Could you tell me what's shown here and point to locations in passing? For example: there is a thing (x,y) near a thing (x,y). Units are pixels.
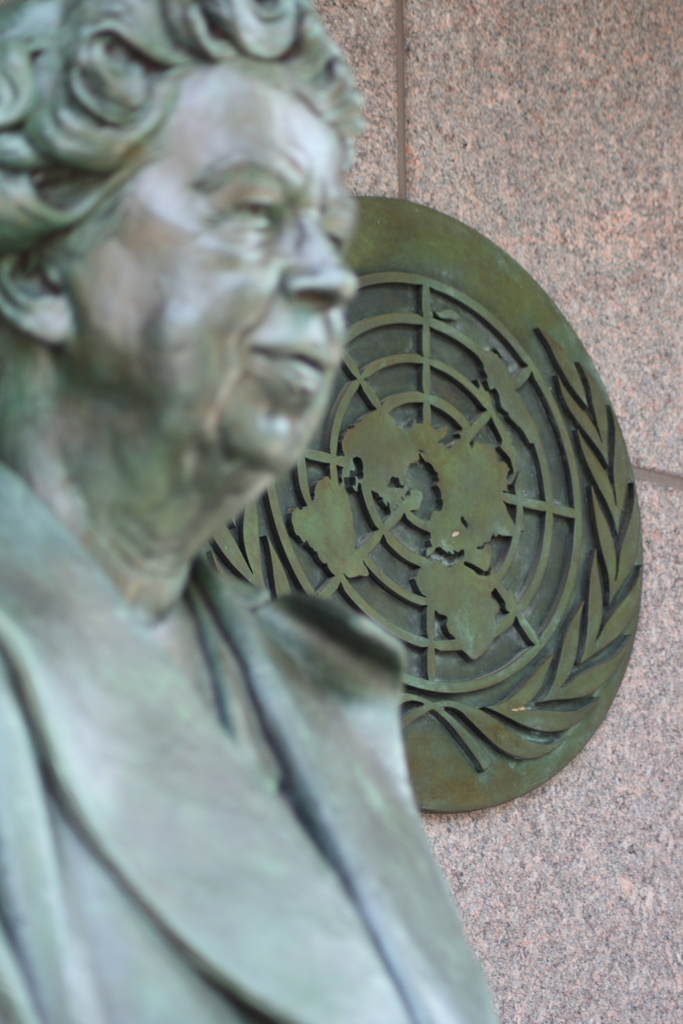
In the foreground (123,825) there is a statue (204,601). In the background (419,389) there is a round object (444,438) on the wall (556,934).
